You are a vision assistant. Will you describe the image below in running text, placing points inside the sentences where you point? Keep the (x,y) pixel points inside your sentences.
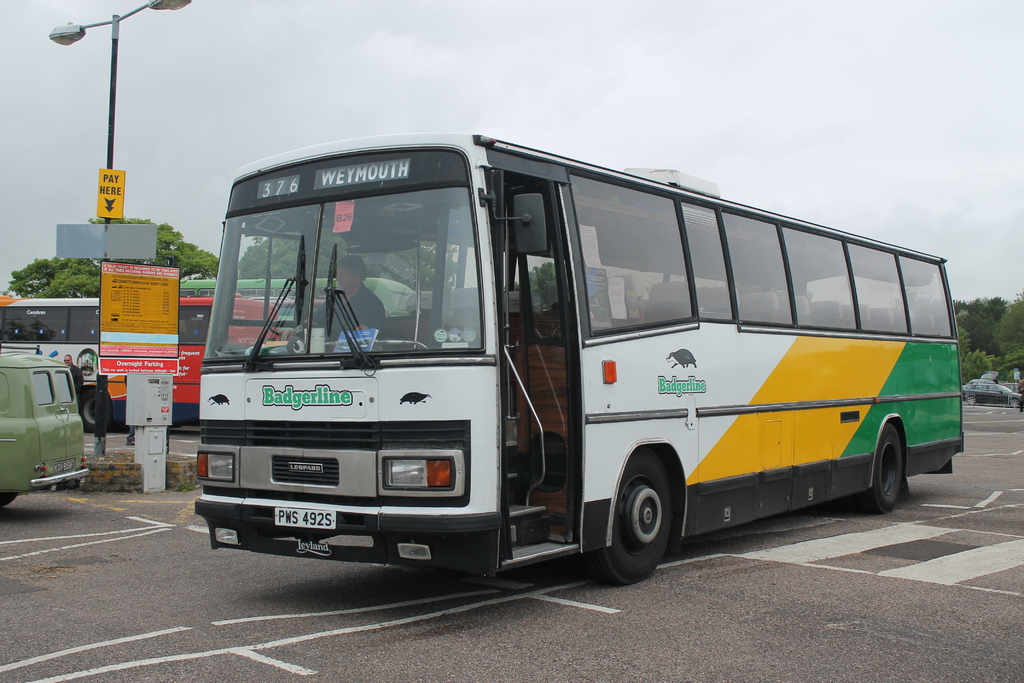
In this picture I can see a bus (441,457) in front (313,296) and in the bus (432,295) I see a person (343,321) who is sitting and I see the road (382,580). In the background (40,486) I see few more buses (2,313) and few vehicles (8,369) and I see the trees (51,295) and I see the sky (726,76) and in the center of this image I see a pole (105,407) on the left side (100,452) on which there are boards (101,202) and in front of that pole (103,307) I see another board (103,307) on which there is something written.
